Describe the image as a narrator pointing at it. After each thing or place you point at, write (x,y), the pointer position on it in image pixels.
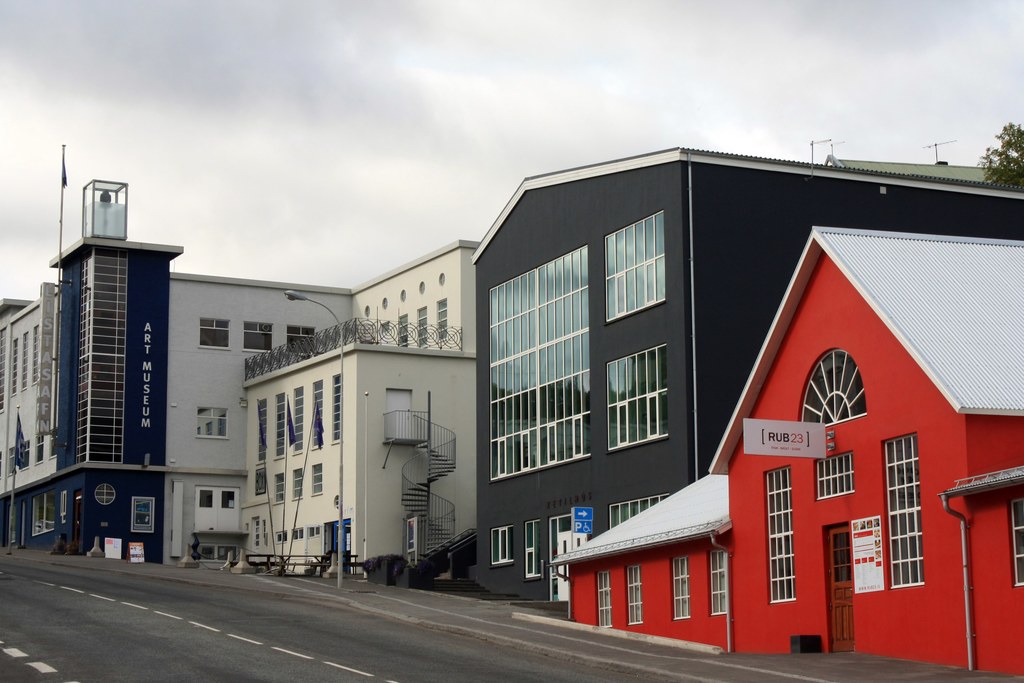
This image consists of buildings (610,457) along with the windows (46,498) and doors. At the bottom (219,618), there is a road (104,576). At the top (296,99), there are clouds (221,160) in the sky (168,226). On the right (980,161), we can see a plant (1019,162).
